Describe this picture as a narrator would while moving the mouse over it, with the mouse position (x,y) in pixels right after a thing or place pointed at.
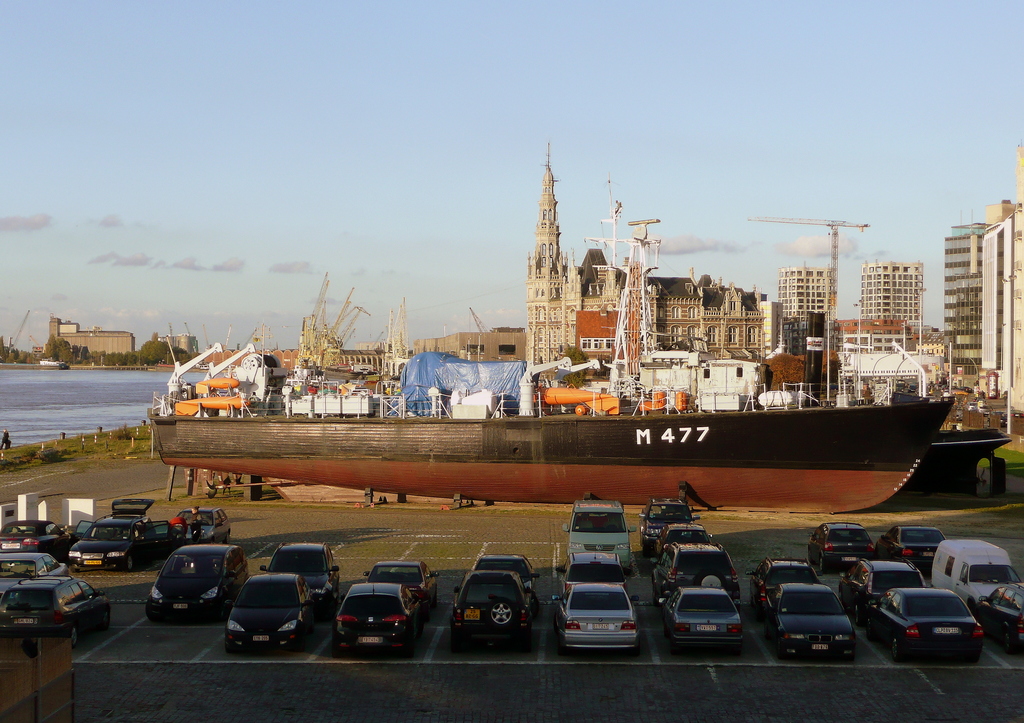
In this picture we can see vehicles (292,637) on the ground (138,669), here we can see boats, buildings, poles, water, trees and some objects (366,503) and we can see sky (985,19) in the background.
